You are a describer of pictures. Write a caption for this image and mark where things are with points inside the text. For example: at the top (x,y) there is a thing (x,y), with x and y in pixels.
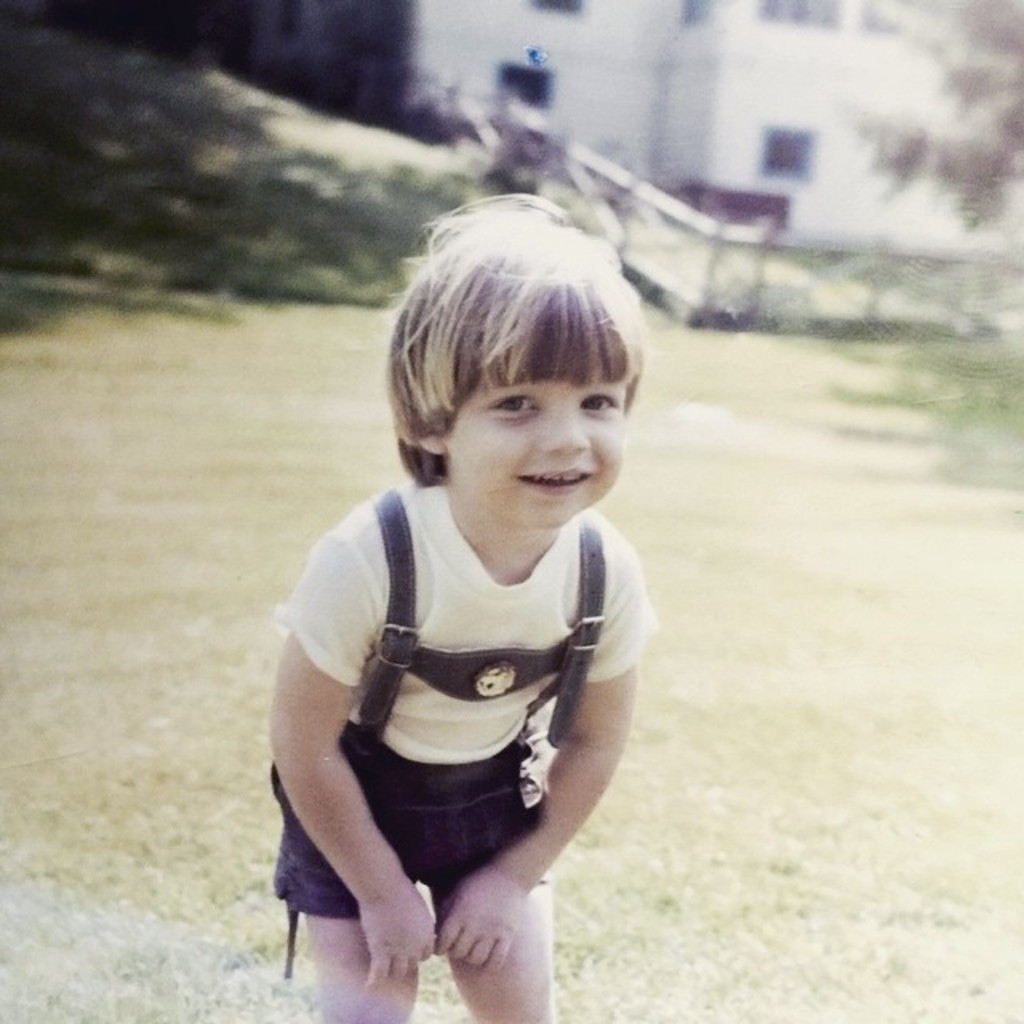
In this picture we can see a small kid (319,950) standing on the grass (238,837) looking and smiling at someone.
